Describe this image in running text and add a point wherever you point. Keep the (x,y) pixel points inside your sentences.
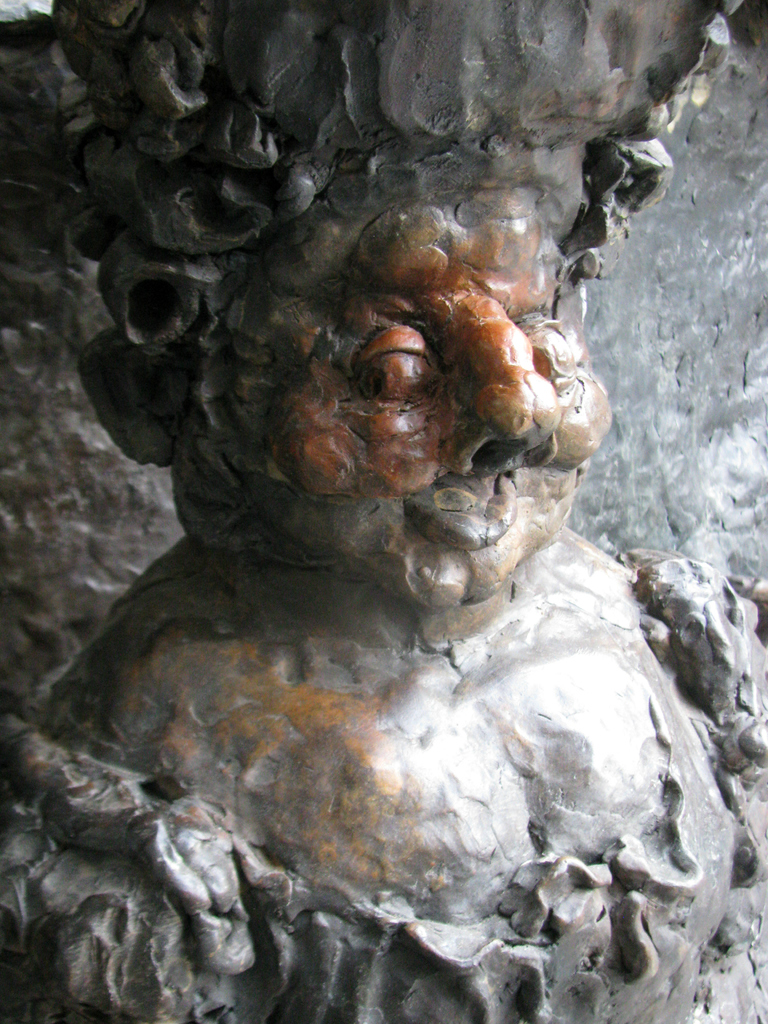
In this picture we can see a sculpture (408,32) of a person (648,791) wore some dress (675,677) and this sculpture (554,191) is full made of metal (213,610).
